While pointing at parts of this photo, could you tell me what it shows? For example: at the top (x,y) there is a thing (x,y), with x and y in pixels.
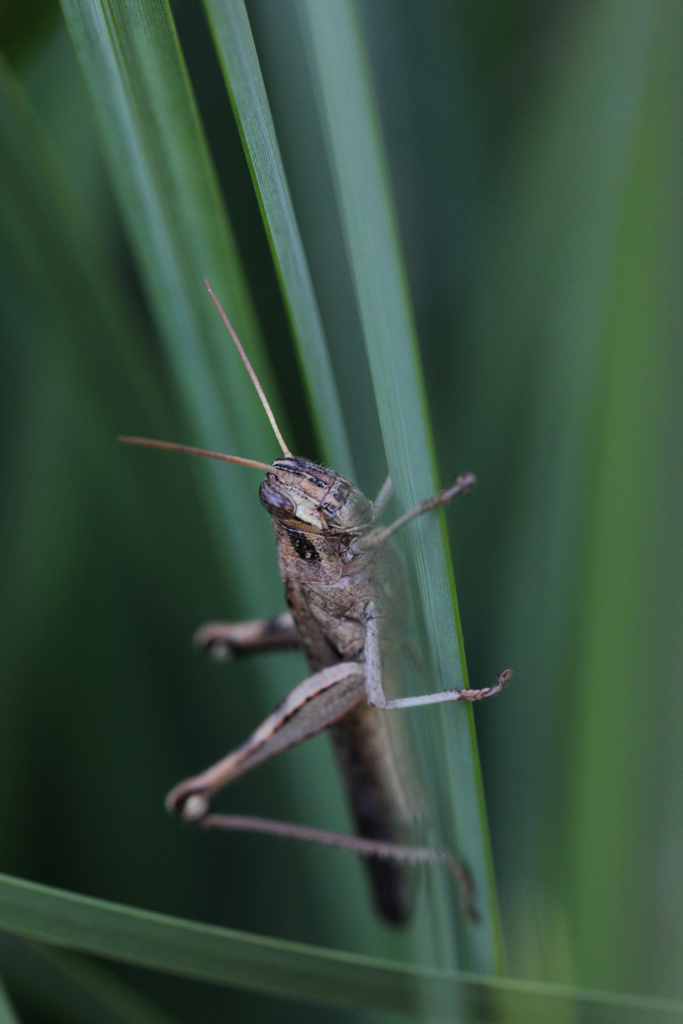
In the center of the image (340,576) there is insect (358,669) on the plant (447,872).
